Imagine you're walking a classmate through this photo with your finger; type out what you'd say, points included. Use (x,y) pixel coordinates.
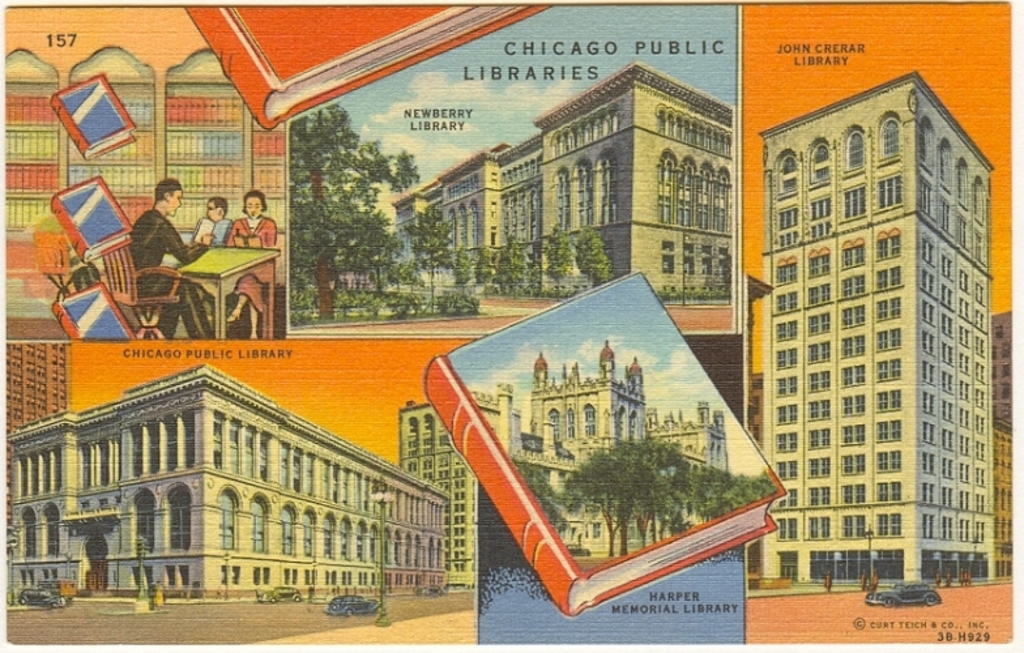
In this image we can see poster (348,443) on which some books (615,479), building (399,224) and some text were written.
